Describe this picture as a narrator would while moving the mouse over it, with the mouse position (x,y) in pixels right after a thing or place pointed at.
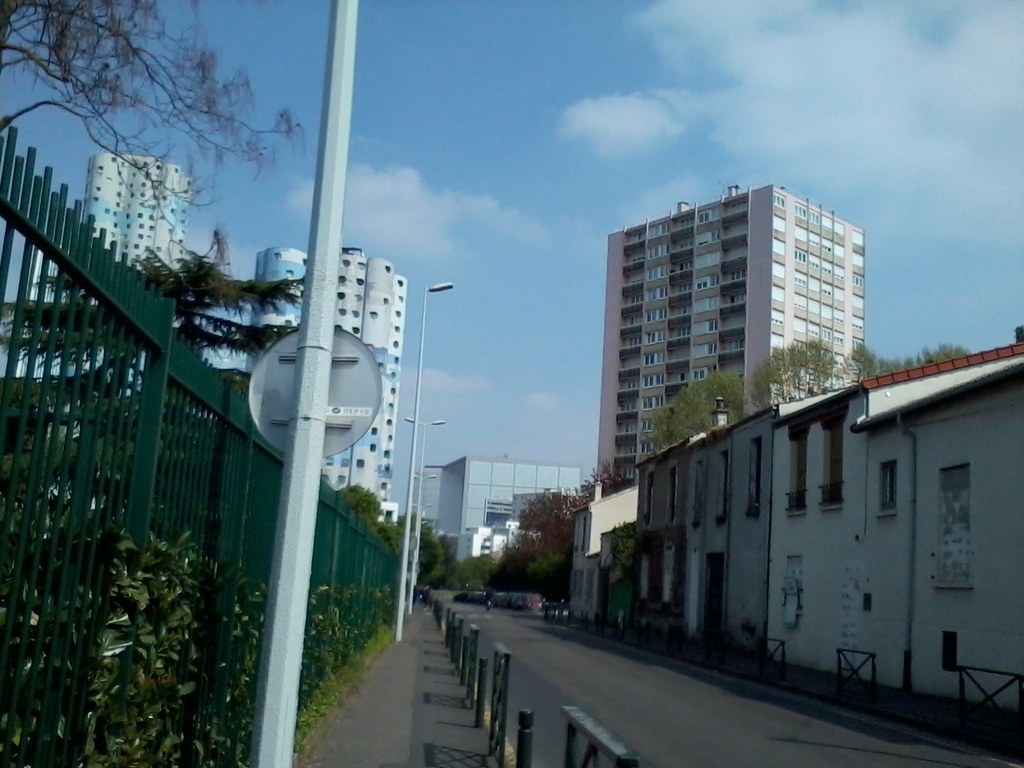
In this image we can see a few buildings (396,383), there are some trees (480,581), poles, lights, windows (838,502), plants (365,627), fence (370,600) and a person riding a bike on the road (484,628), in the background (501,178), we can see the sky (541,140) with clouds (573,105).
